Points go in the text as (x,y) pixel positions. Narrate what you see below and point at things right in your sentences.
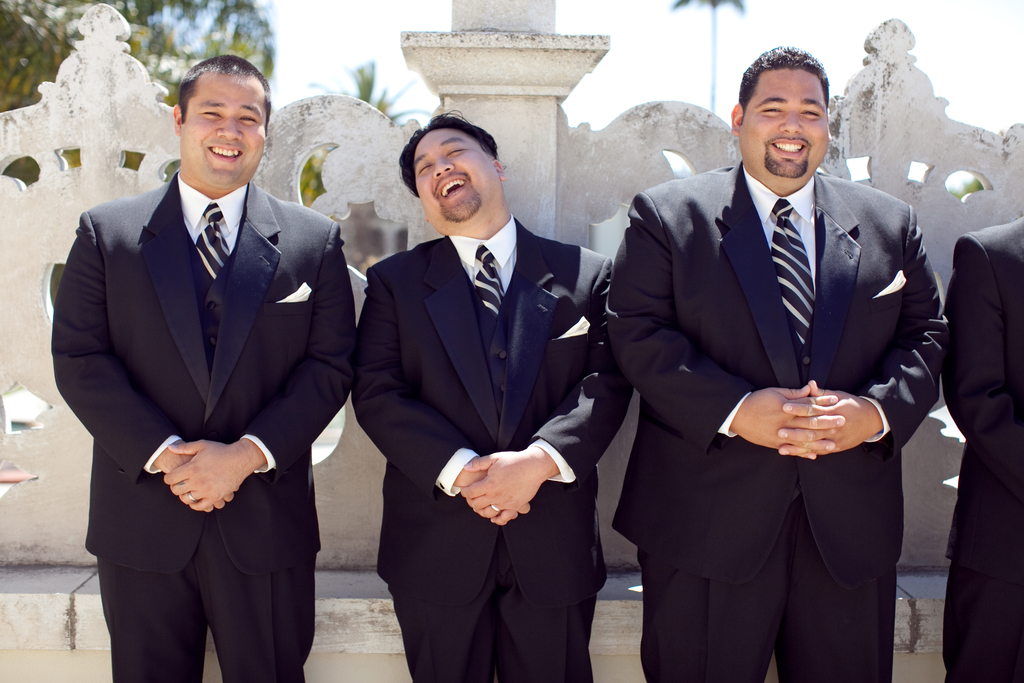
In this picture we can see group of people (690,330), they are all smiling, and they wore black color suits (596,399), in the background (717,25) we can see few trees (149,2).
